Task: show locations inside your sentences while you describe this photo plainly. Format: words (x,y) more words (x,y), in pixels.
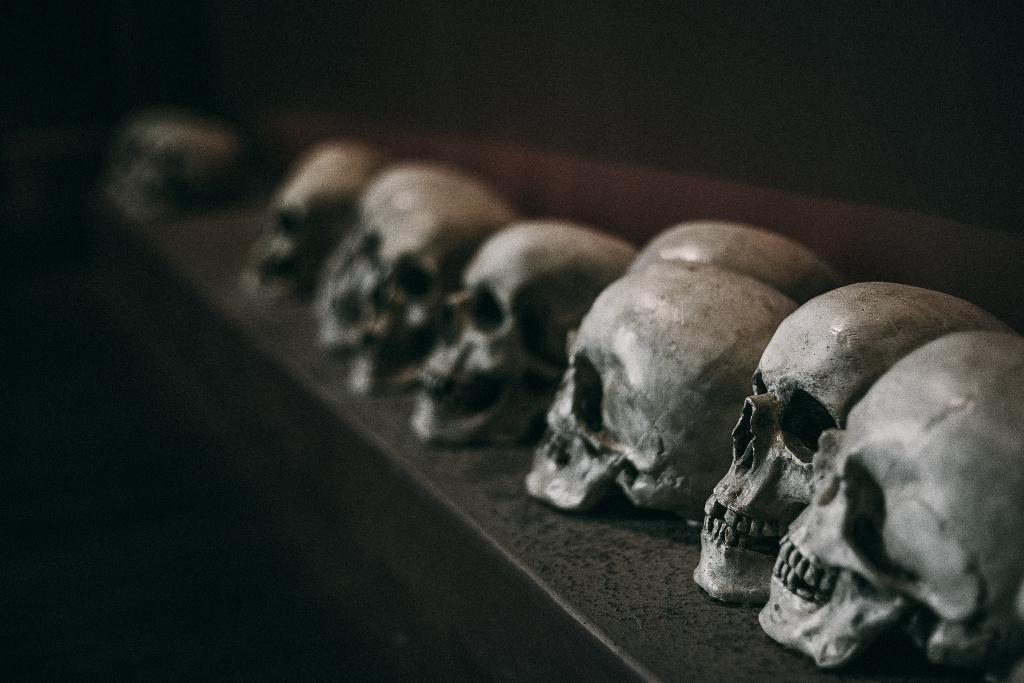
In this image I can see few skulls (821,437) on some surface (641,541) and the skulls (572,369) are in white color.
